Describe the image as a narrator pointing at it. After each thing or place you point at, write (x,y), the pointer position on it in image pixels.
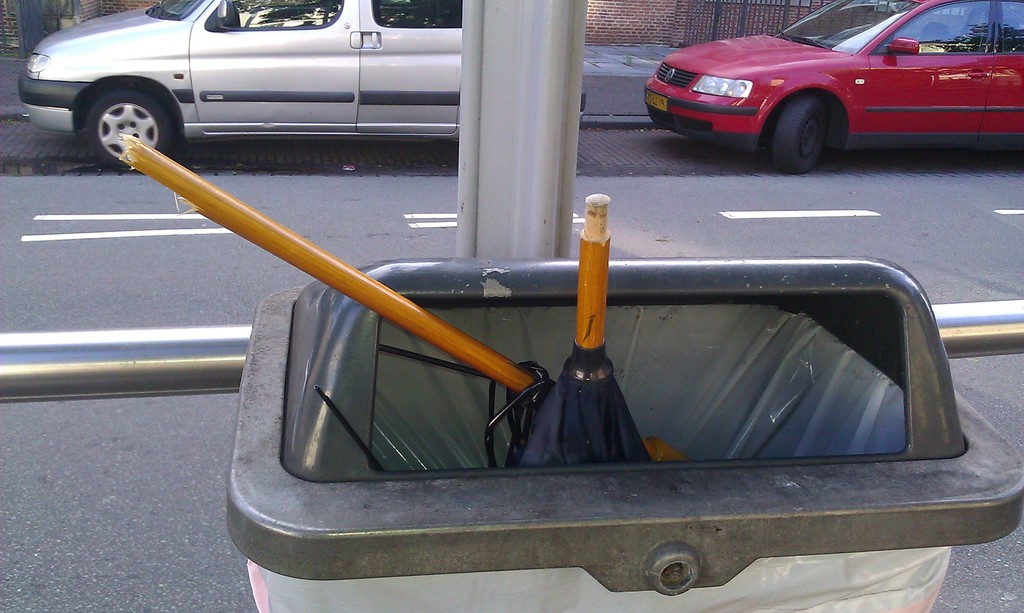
In this image, we can see a dustbin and there is a road (145,539), we can see two cars (284,56).
